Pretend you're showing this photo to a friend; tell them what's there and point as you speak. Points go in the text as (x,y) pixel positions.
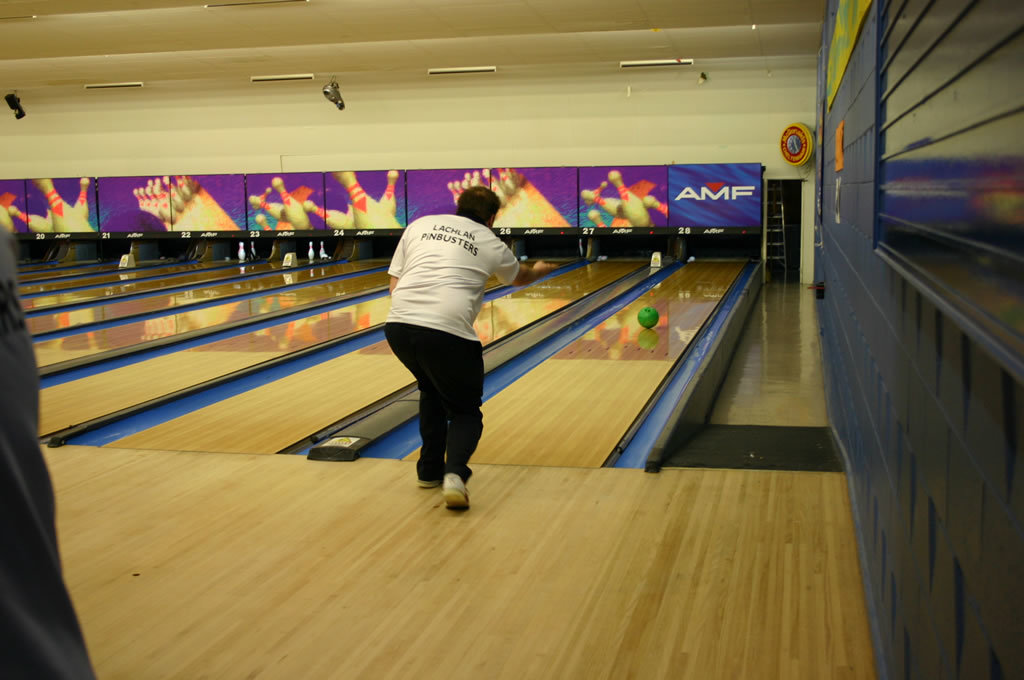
This image consists of a game Ten-pin-bowling. There is a person (419,317) who is throwing a ball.
